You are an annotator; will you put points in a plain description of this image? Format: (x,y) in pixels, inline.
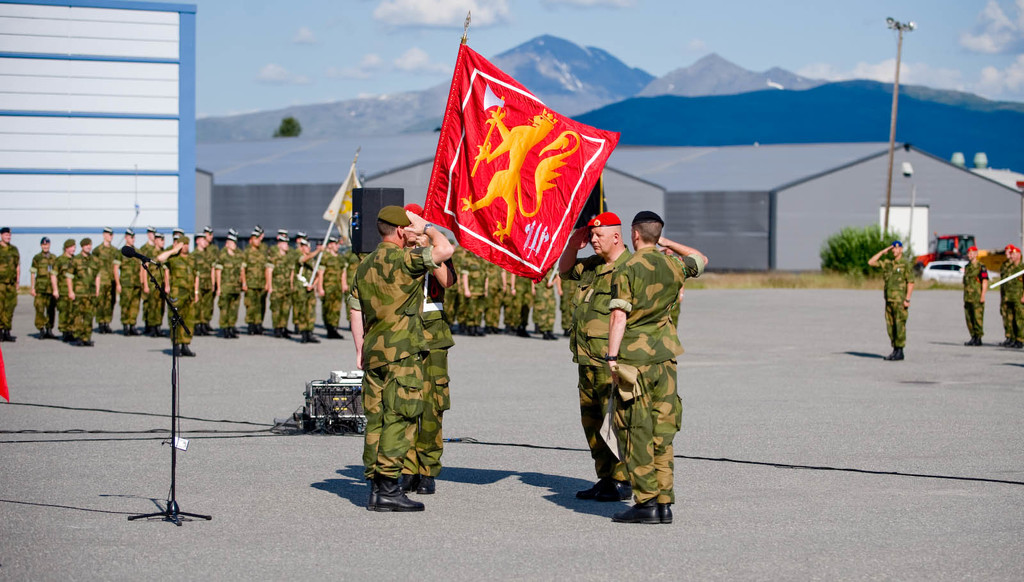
In the image we can see there are many people (426,329) wearing army clothes (386,314), caps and shoes (416,487). Here we can see the flag (477,178) and poles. We can even see the mountains (635,102) and the cloudy sky (762,42). There are even vehicles (948,266), plant (838,243) and grass (742,278). We can see microphone (129,254) to the stand (173,328) and the cable wires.
